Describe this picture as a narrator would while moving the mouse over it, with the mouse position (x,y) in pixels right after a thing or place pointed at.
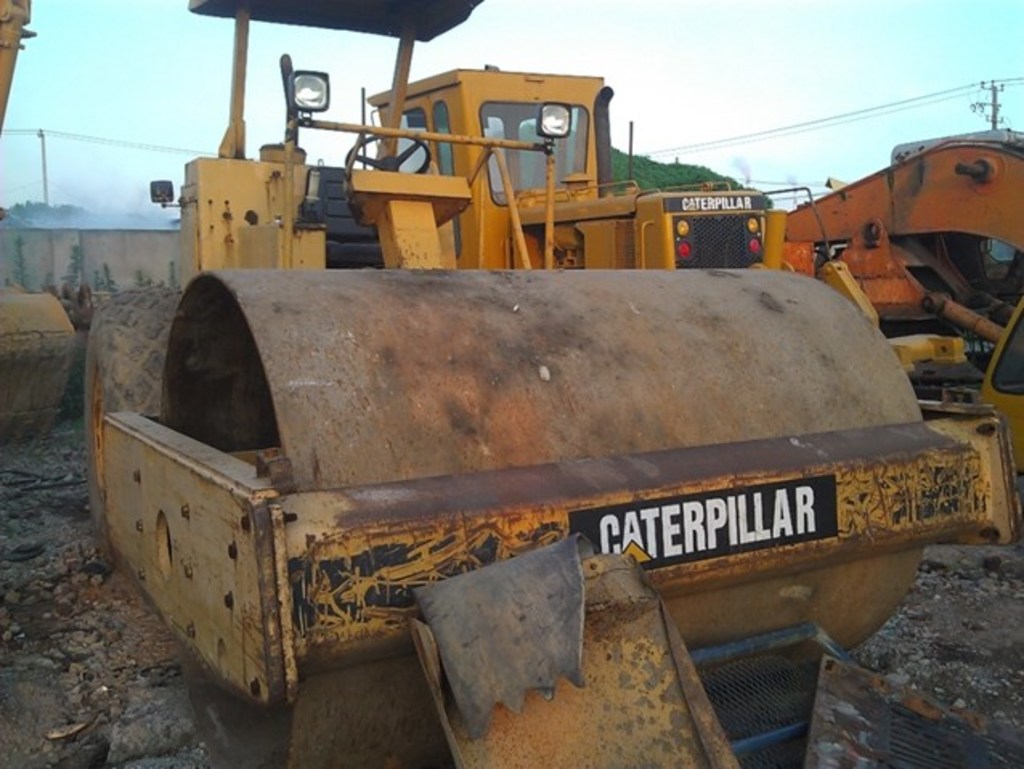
These are vehicles (868,331) and trees (657,166), this is sky (816,76).
